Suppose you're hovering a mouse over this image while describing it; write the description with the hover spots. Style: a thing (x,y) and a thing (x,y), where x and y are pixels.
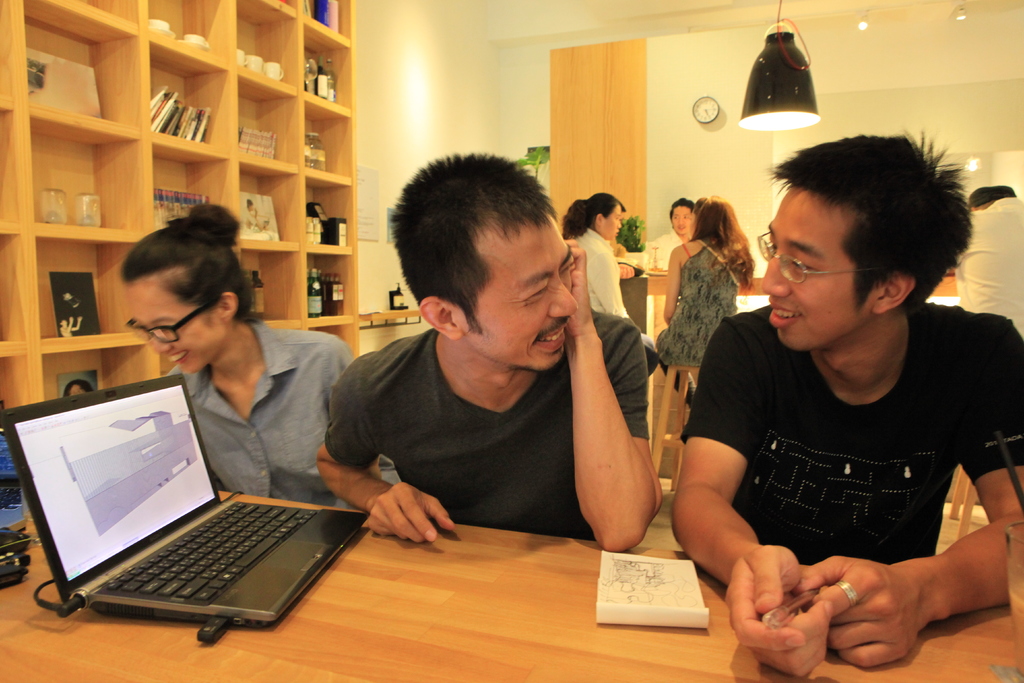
In this image we can see a few people (630,328) are sitting in a room (784,150), there is a book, and a laptop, a table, there is a cupboard (184,157) on the left side (66,316) and some objects (310,276) and books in the cupboard (157,155), a person (765,606) is holding a pen (795,608) in his hand (750,610), there are some lights (773,93) attached to the roof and a wall clock (717,105), there is a potted plant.
